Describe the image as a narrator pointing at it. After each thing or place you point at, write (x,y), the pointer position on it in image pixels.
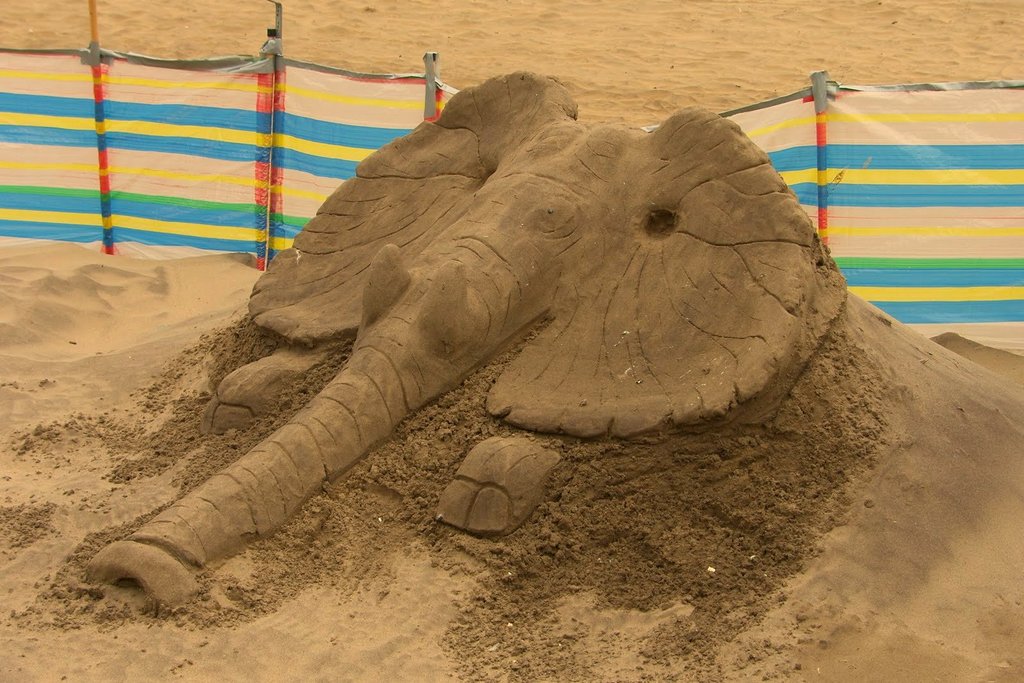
In this picture, we see sand carving of an elephant (552,343). At the bottom (429,679), we see the sand (679,609). Behind that, we see a sheet (149,173) in blue, yellow and red color. We even see small poles (825,93).
